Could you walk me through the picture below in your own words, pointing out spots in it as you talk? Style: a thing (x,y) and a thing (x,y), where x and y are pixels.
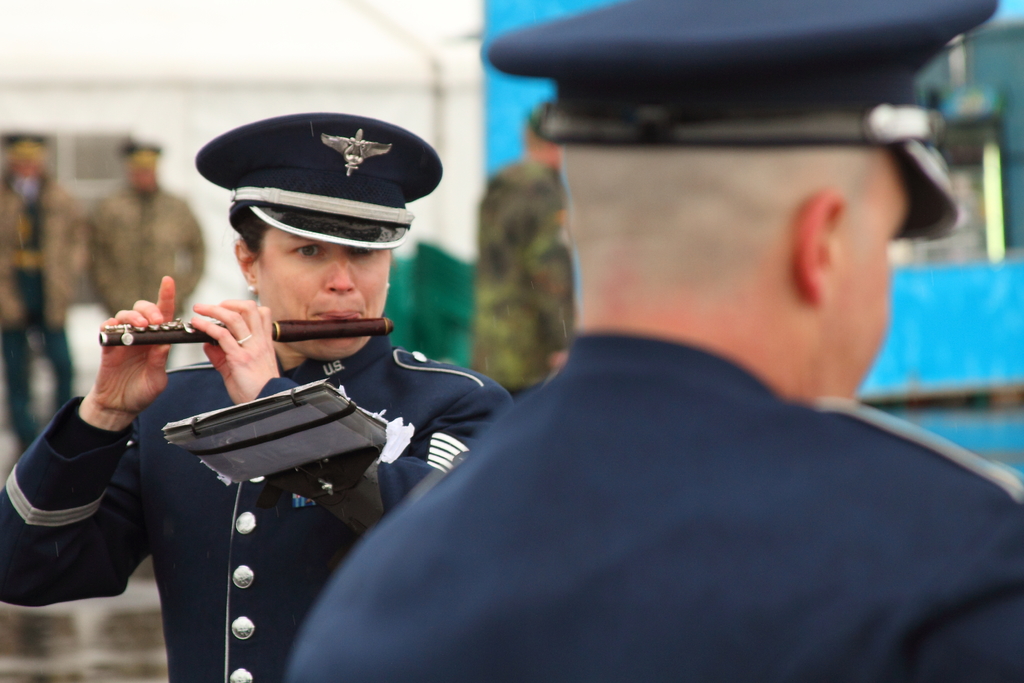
In this image in the front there is person (552,478). In the center (358,243) there is a person (240,363) standing and playing musical instrument (196,342). In the background (220,218) there are persons (526,249) and there are objects (489,100) which are blue, white and green in colour.
